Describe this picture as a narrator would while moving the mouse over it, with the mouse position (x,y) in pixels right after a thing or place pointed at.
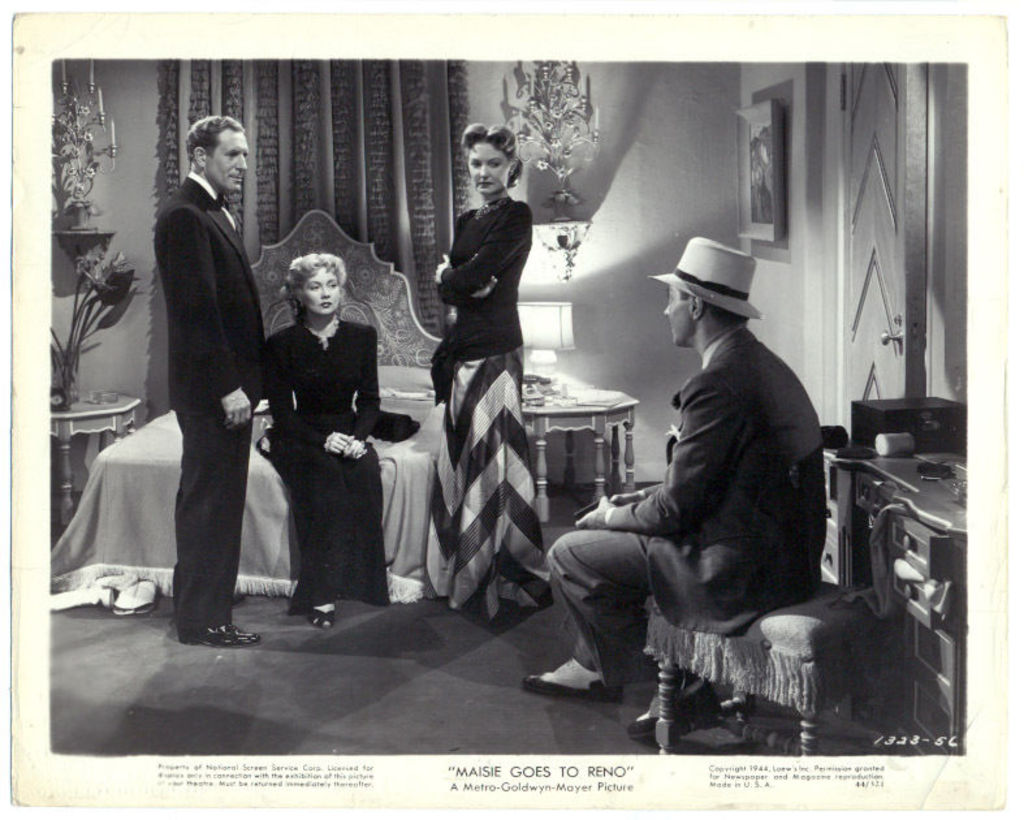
In this picture I can see an image (320,421) on the paper (35,495), where there are two persons (509,250) standing, two persons (706,440) sitting, there are candles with candles stands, there is a bed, a pillow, a door (882,102), a stool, a lamp (540,312), a frame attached to the wall (770,317), there are tables (938,541) and some other items (383,249), there is a watermark (886,743) on the image (905,733) and there are some words (582,789) on the paper (548,789).
